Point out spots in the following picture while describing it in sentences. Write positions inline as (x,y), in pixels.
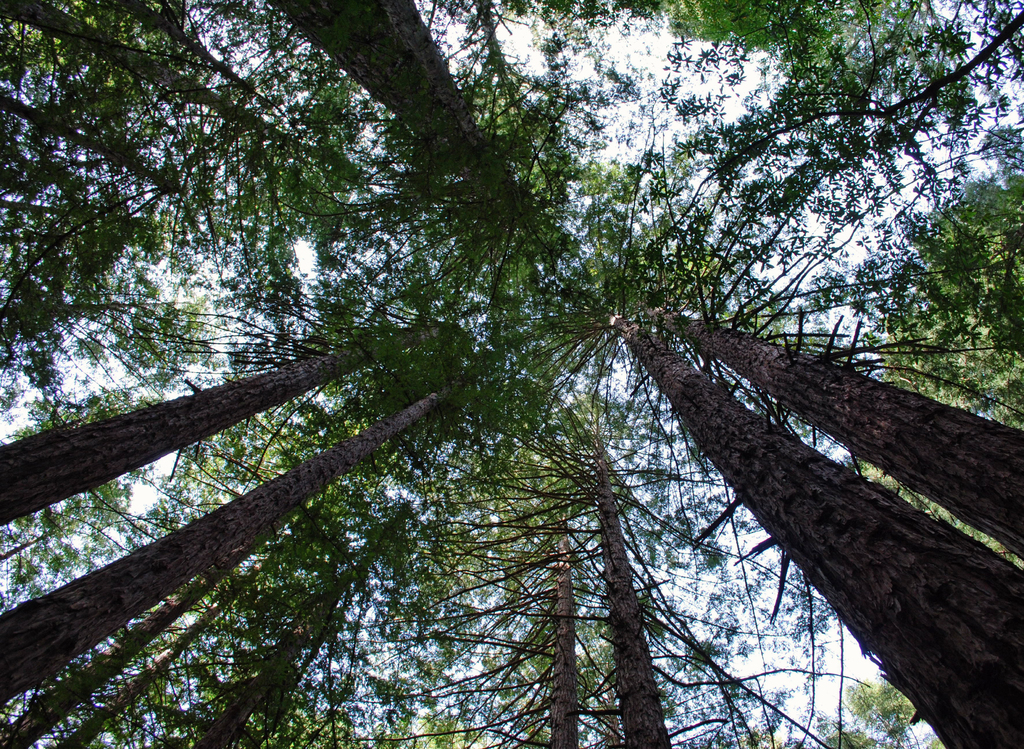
In the picture we can see some trees (200,590) which are tall and behind it, we can see a part of the sky (977,170).
